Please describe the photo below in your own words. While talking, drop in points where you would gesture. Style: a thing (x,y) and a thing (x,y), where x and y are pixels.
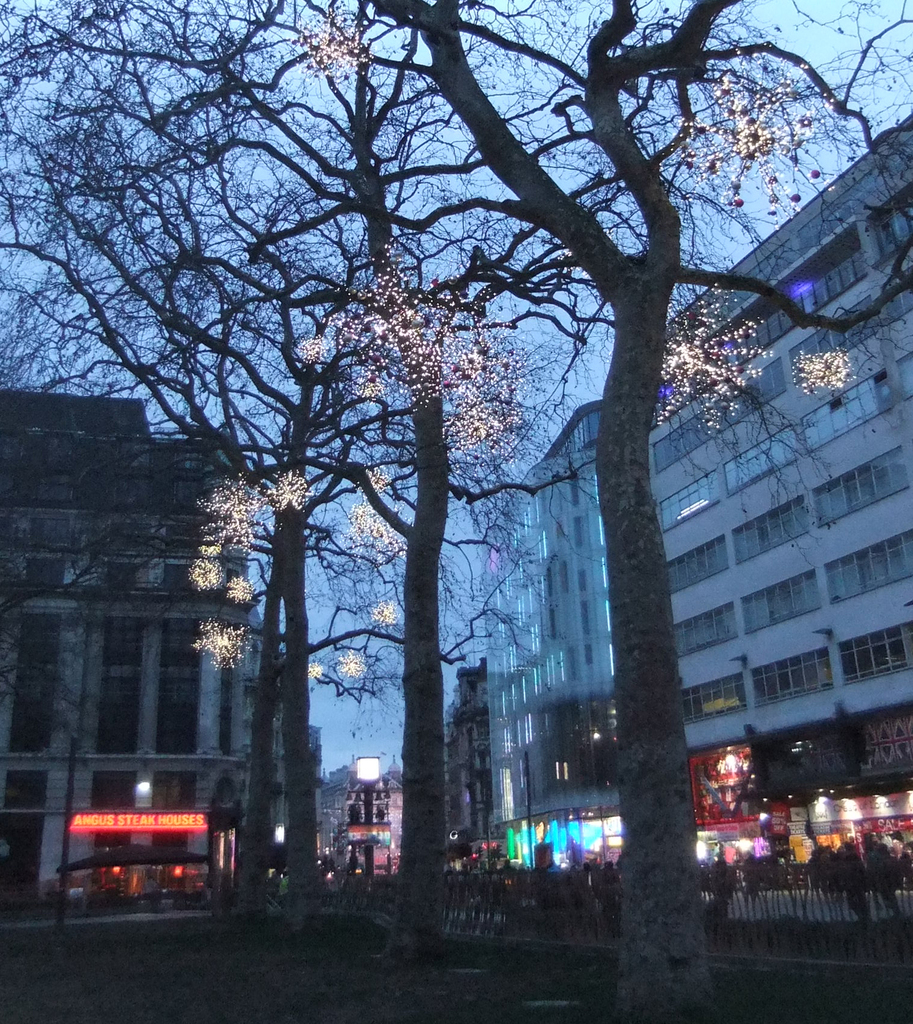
There are trees (636,413) with light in the foreground area of the image (418,408), there are buildings (127,663), stalls (558,818), light (568,830) and the sky (313,692) in the background (475,656).
